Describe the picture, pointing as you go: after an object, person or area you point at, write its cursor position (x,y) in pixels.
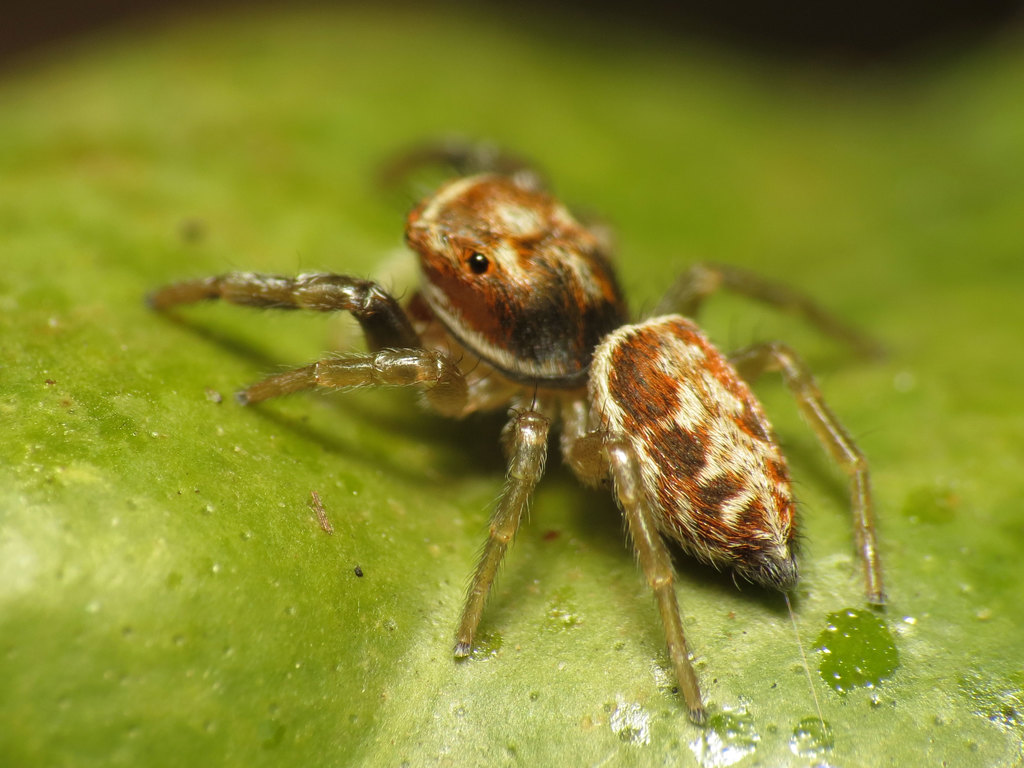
In the image on the green surface (33,217) there is a spider (597,412) on it.
